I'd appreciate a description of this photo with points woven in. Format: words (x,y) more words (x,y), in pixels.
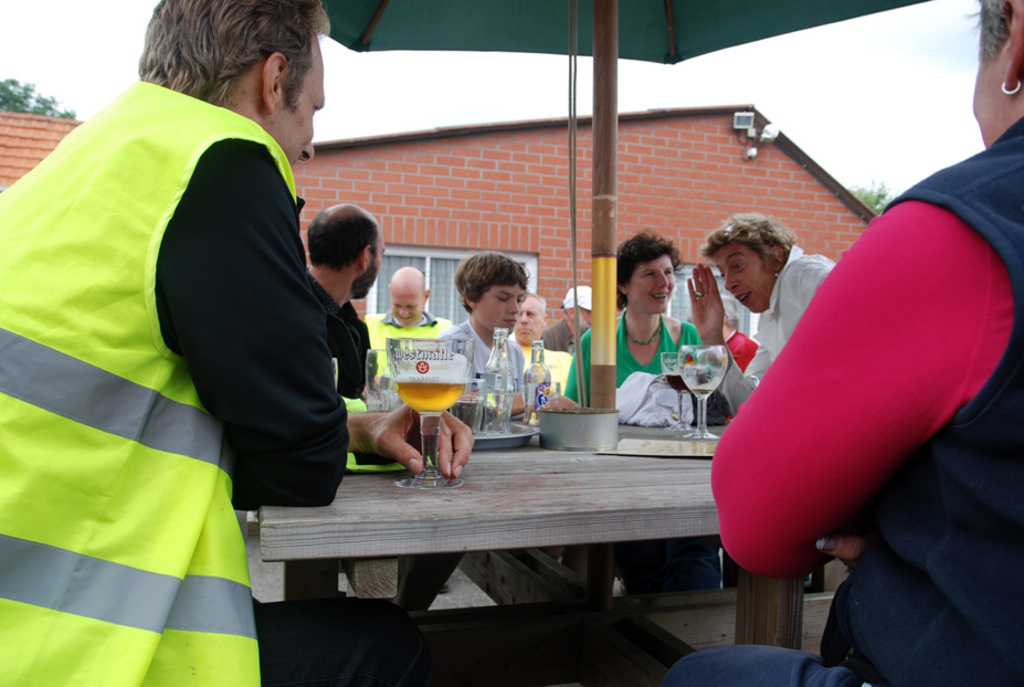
There are group of people (176,562) sitting around a table (553,487) holding wine glass (419,465).
